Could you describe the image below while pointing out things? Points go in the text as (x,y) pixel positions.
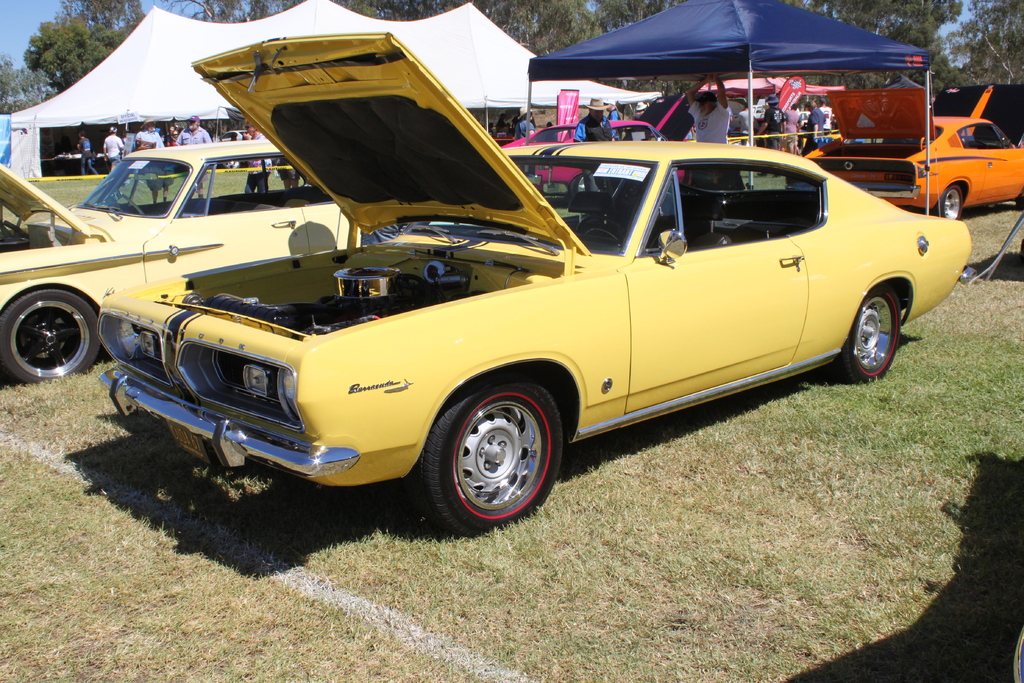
We can see cars (506,169) on the grass (746,397), tents (887,61), people (818,129) and banners (572,116). In the background (13,35) we can see trees (60,45) and sky (8,18).
